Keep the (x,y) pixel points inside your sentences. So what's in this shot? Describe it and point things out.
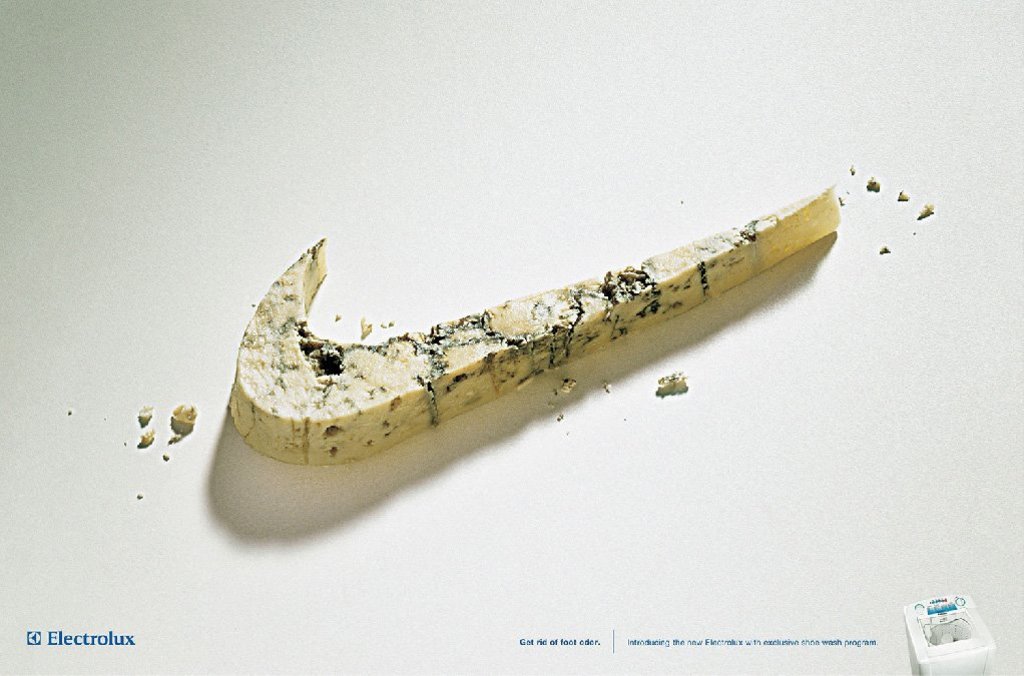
In this image, this looks like a logo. It seems like food (613,287). I can see the watermarks (613,641) on the image. The background (484,161) looks white in color.
